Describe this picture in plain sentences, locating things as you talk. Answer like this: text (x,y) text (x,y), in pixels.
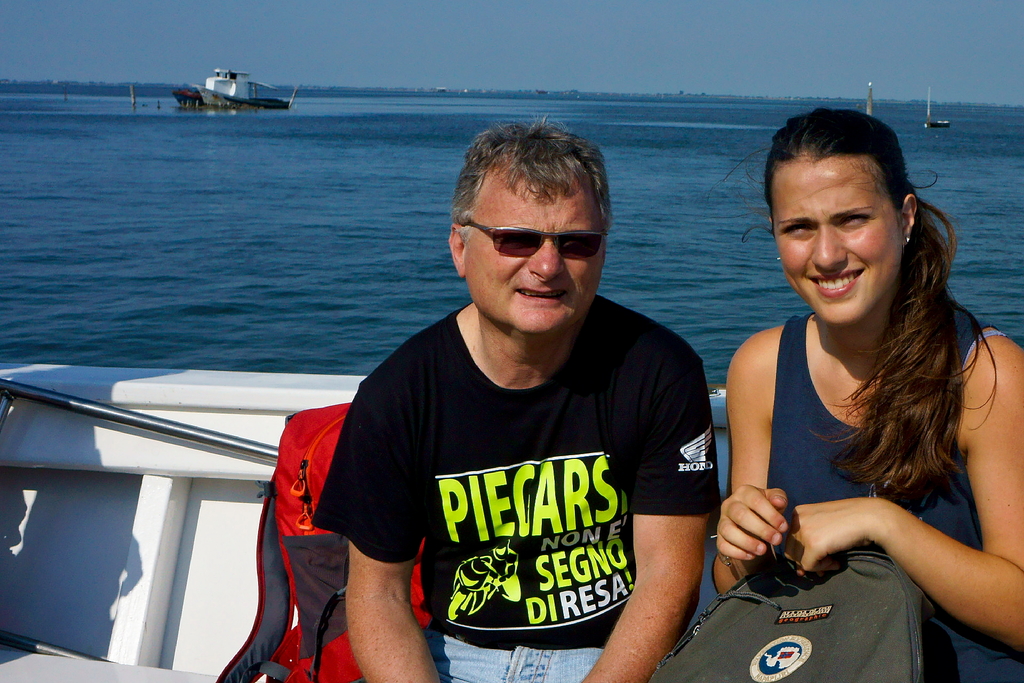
In this image I can see two people (658,415) are sitting. I can see he is wearing black t shirt (540,440), shades (533,245) and on his t shirt (548,518) I can see something is written. I can also see two bags (298,551) and in the background (182,254) I can see water (237,223). In water (259,134) I can see few boats (221,75).
